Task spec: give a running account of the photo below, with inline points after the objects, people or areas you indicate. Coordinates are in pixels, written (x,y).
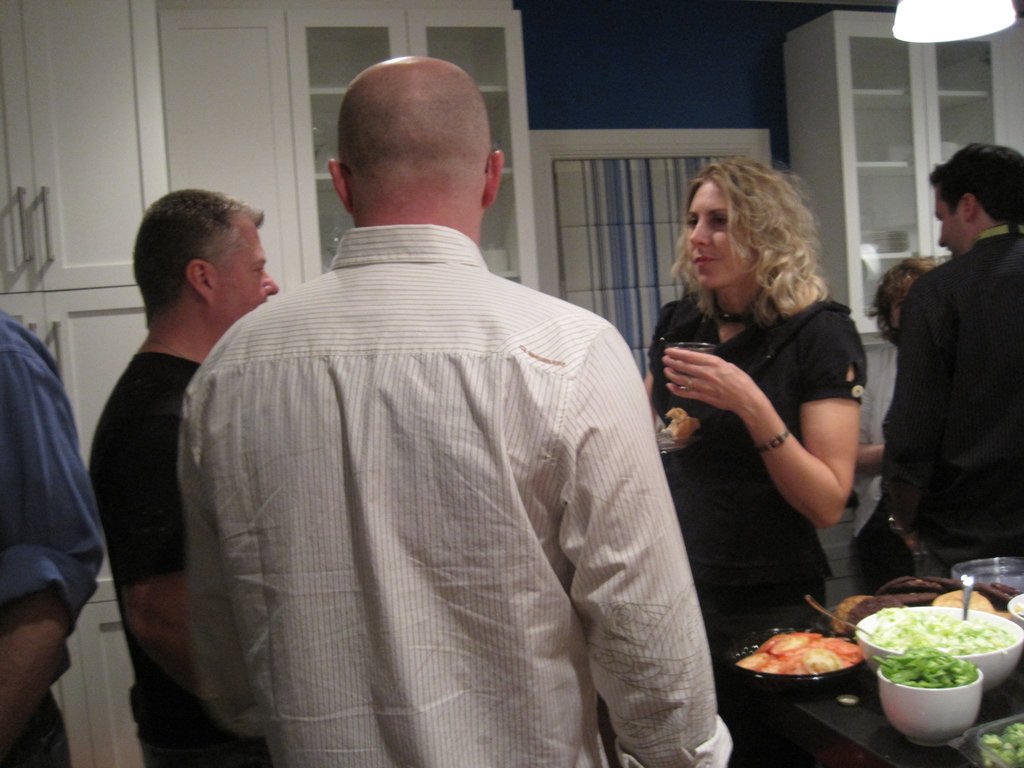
In this image in the foreground (213,274) there are some people (385,331) who are standing, and in the foreground (795,549) there is one woman (803,272) who is holding a glass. At the bottom (857,667) there is one table (830,629), on the table (856,625) there are some plates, bowls (876,624) and some spoons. In the plates (781,663) and bowls (915,702) there are some food items (909,657), in the background (634,209) there is a wall (660,82), door (640,266) and some cupboards (287,68). On the top of the right corner (936,22) there is one light (949,15).
